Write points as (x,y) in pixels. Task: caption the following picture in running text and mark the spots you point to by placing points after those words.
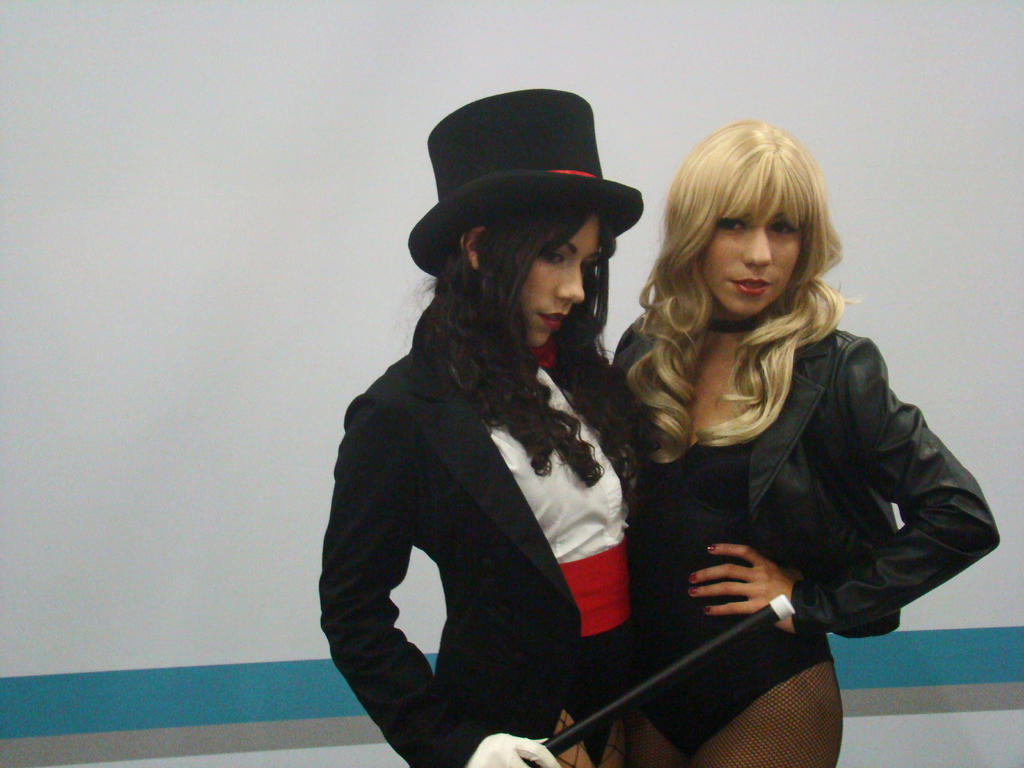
In this picture we can see two persons (481,392) standing. We can see a person (394,419) wearing a hat (509,145) and holding a stick (588,726) in a hand (548,756) visible on the left side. A wall (147,680) is visible in the background (973,269).
